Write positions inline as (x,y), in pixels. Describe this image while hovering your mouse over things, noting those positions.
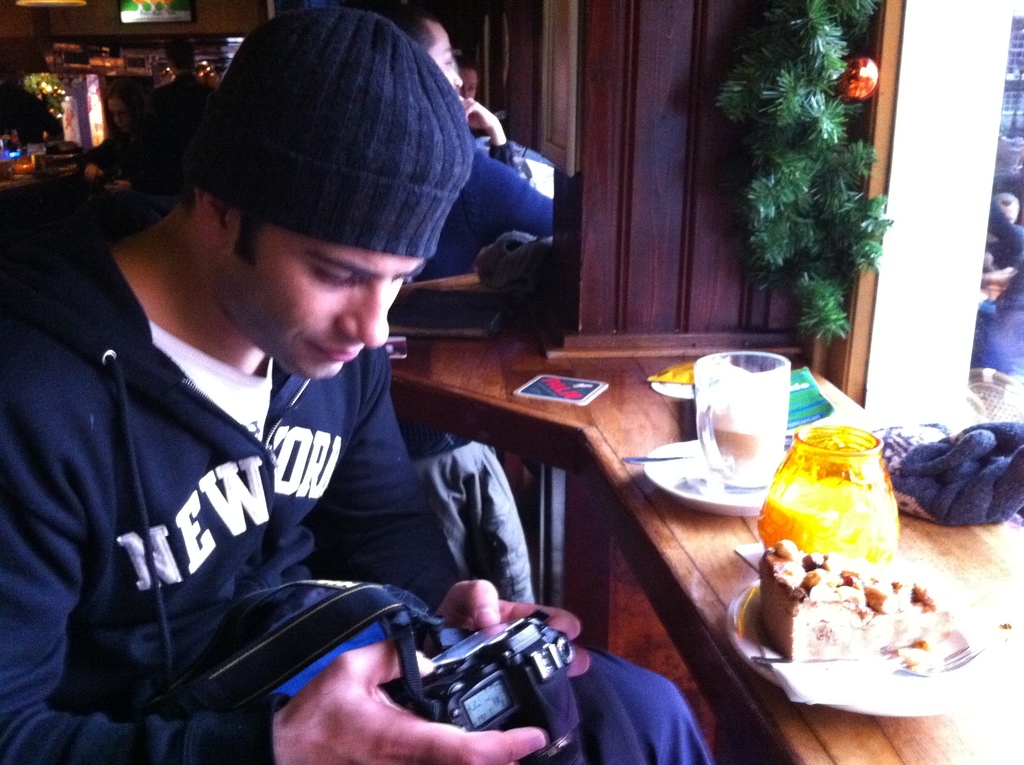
In this picture we can see a man (177,240) sitting on the chair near the desk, a man (44,558) is holding a camera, on the desk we can see a plate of cake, glass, jar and gloves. In the background (685,89) we can find a wall (671,89) with some decorative plant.
